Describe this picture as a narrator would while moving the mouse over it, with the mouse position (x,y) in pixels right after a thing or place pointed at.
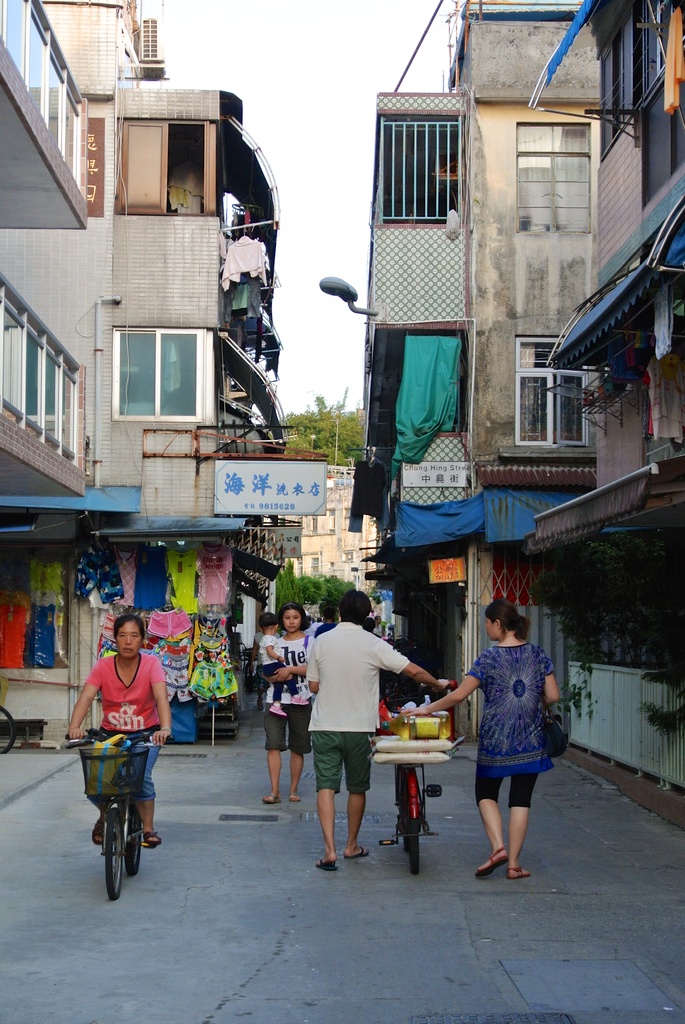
In this image I can see a path (266,886) and few people (266,732) on it. In the background (138,472) I can see number of buildings (2,191), a street light (348,297) and few trees (329,450). I can also see few clothes (122,586) over here.
